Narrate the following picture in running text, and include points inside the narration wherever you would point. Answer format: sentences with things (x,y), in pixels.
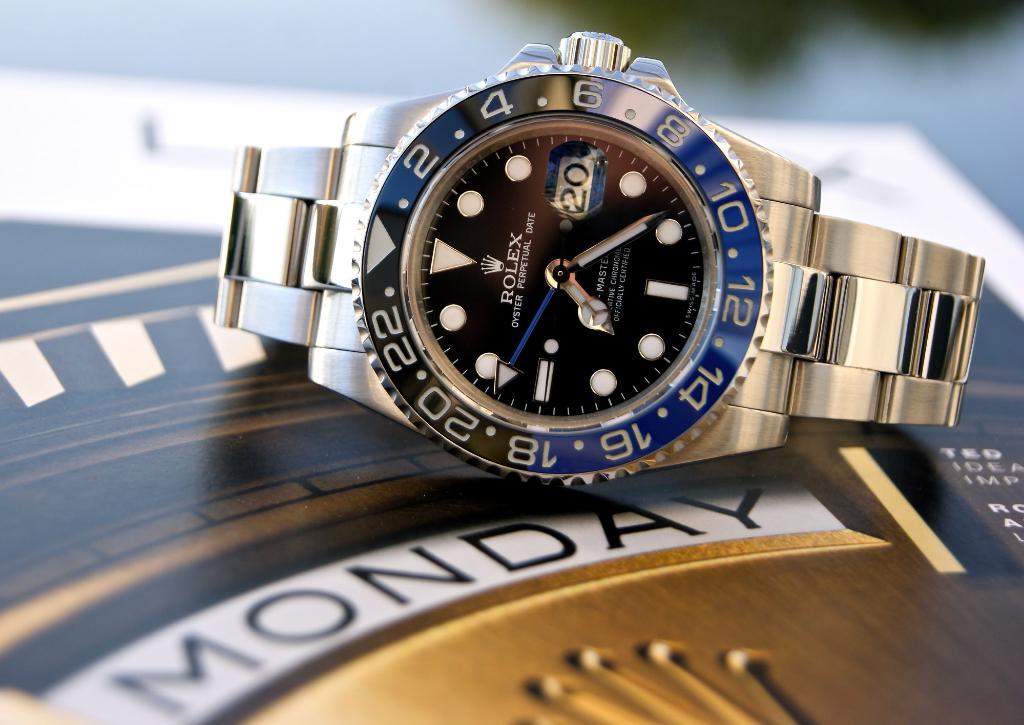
In the image we can see the wrist watch (449,338), poster (313,585) and the background (763,5) is blurred.
